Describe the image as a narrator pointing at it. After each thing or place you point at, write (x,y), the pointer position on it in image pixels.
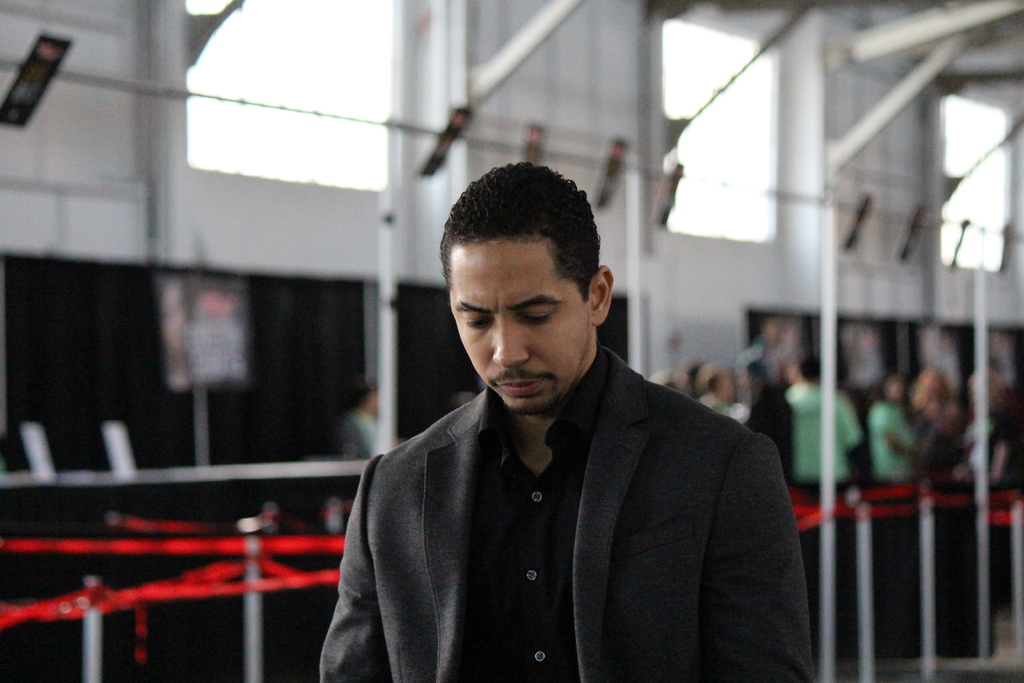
In this image we can see a man (622,563) who is standing and he wear a suit (644,540). On back of him some people (838,417) are standing in queue. This is the pole (829,554) and we can see windows (715,152) here. And this is the wall (101,125).
